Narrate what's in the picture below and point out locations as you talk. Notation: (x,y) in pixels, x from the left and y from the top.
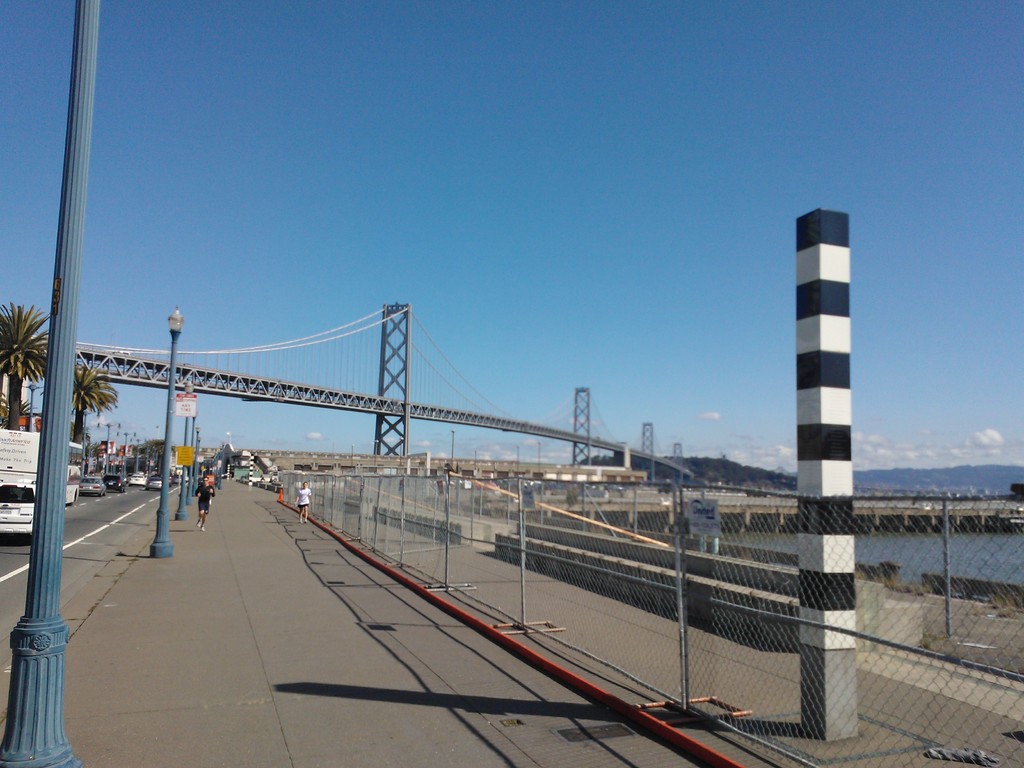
This picture is clicked outside. In the center (653,508) we can see the two persons (207,509) running on the ground (475,647) and we can see the poles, lamp posts (164,452), bridge (154,384), metal rods (686,580), mesh (937,543), water body (961,546), vehicles (21,448), trees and some other objects (20,419). In the background (573,305) we can see the sky (933,411), buildings (234,458) and some other objects (968,517).
